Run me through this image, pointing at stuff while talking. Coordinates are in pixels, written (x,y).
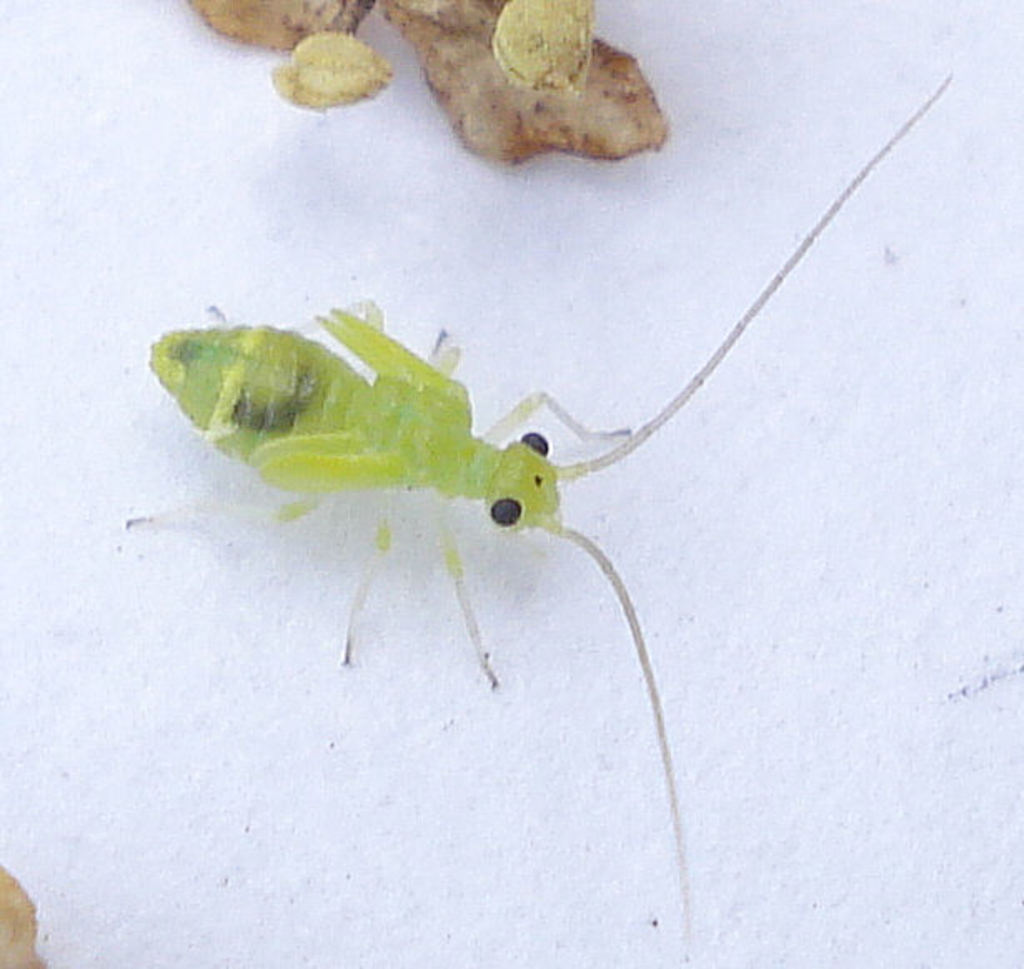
In this there is an insect (428,447) and ginger pieces (347,30) on the table (507,381).
